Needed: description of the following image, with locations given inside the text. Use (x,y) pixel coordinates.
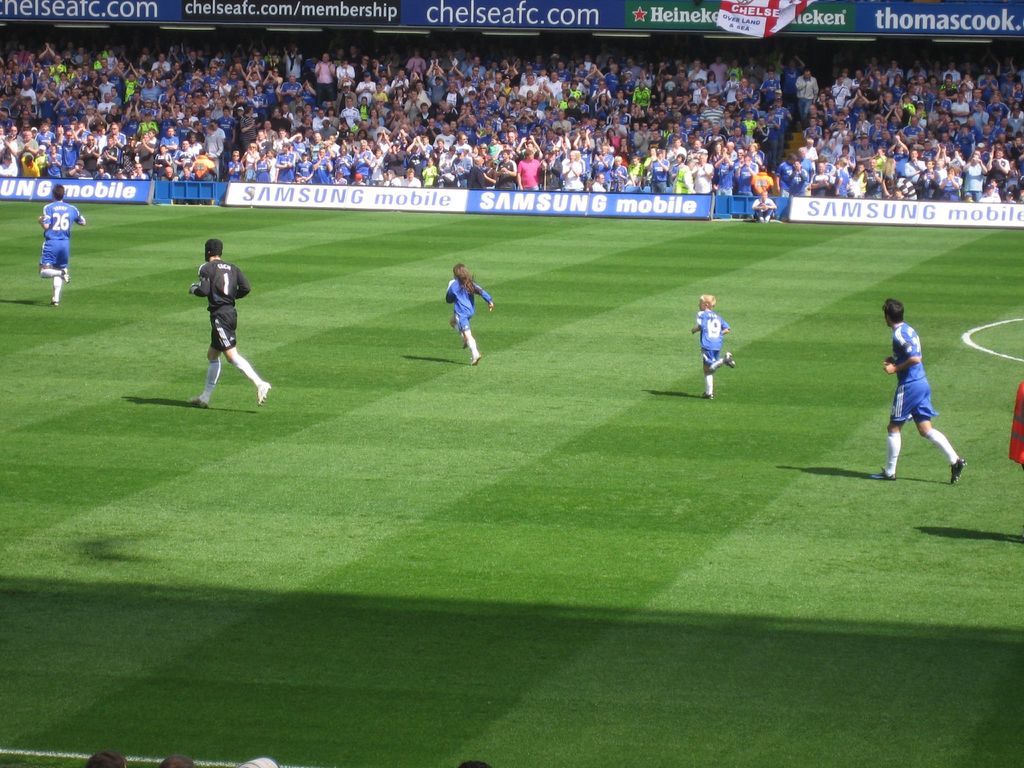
In this image there are few players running on the playground (272,594). In the background (229,139) there are spectators (668,159).
